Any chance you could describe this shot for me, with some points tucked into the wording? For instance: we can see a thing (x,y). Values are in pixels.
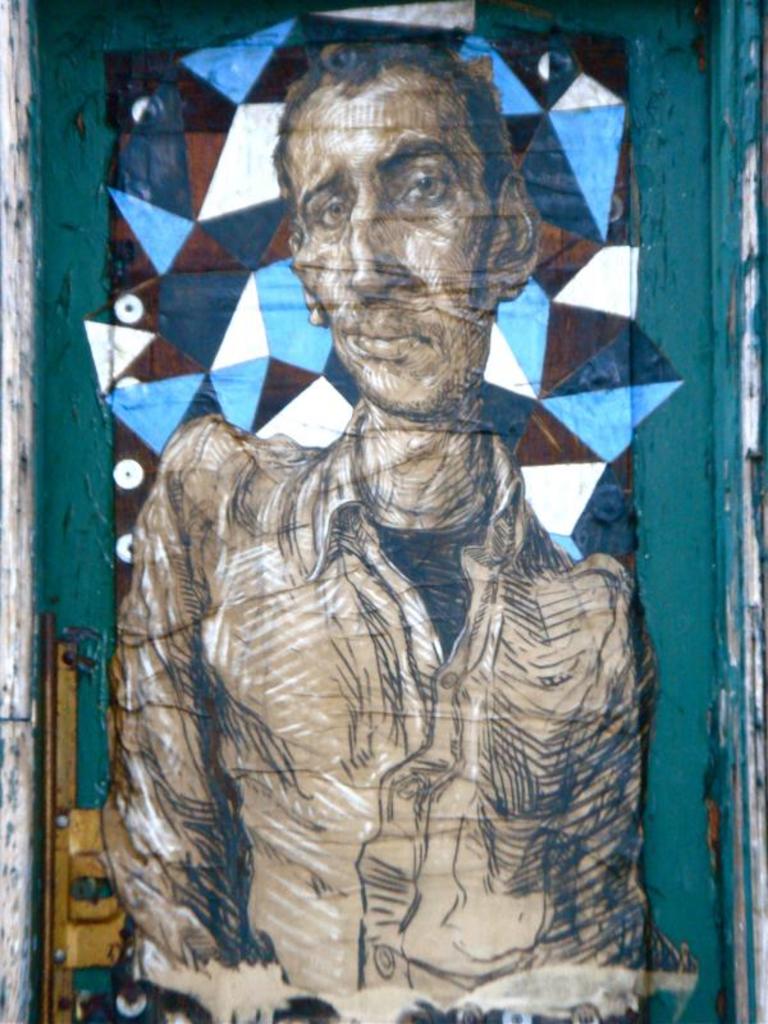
In this image I can see the painting (366,605) of a person (371,594) which is cream, black and white in color and I can see the green, blue and white colored background (137,344).
